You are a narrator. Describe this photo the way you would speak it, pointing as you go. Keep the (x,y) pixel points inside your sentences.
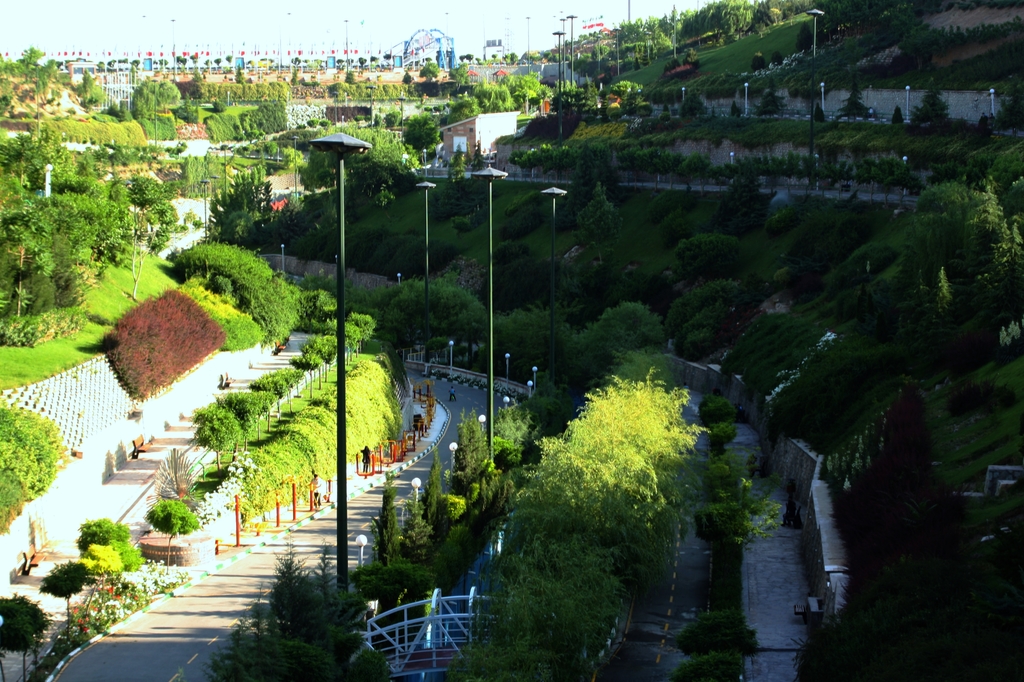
In this image I can see the road (243,589). To the side of the road (259,560) there are many trees (480,654) and the poles (415,496). I can also see the railing (399,641) to the side. In the background (297,206) I can see few more trees (257,231), houses (468,143) and the sky (311,22).
